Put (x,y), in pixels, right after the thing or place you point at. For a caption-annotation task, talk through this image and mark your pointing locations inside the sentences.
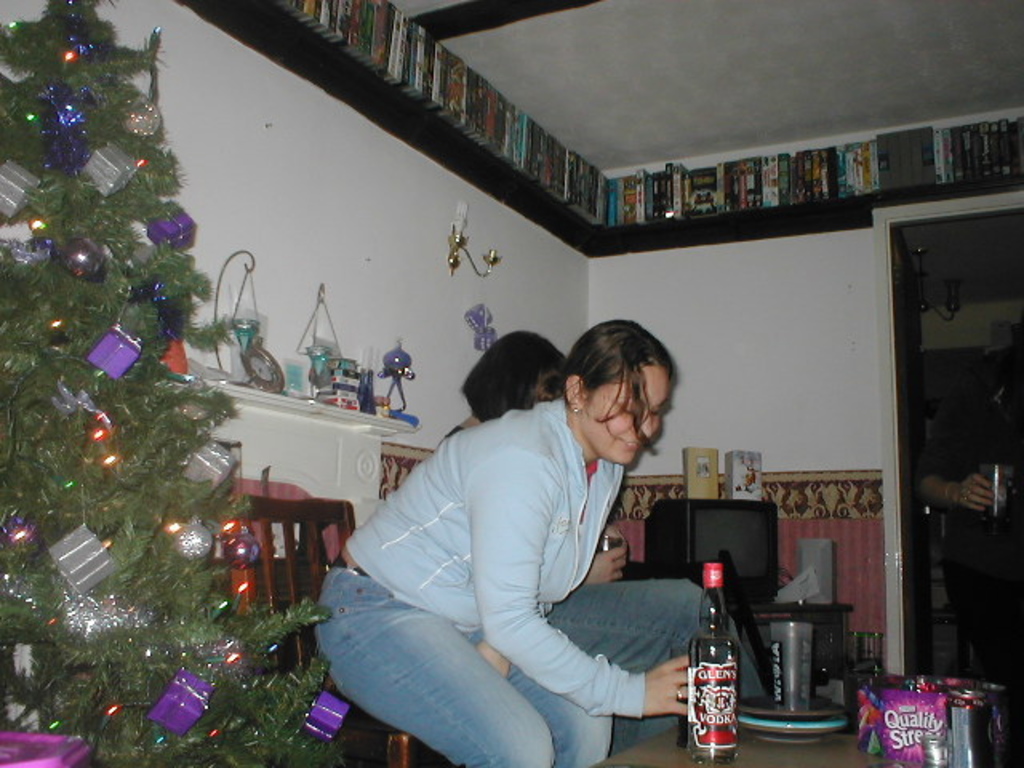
In this image there are two persons (507,607) sitting on the chairs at bottom of this image (622,643) and there is one table (684,757) at bottom right corner of this image (752,723) and there are some bottles (723,708) and other objects (771,723) are kept on it. There is one person (973,474) standing at right side of this image (993,491) is holding a glass (1004,486), and there is a wall (761,382) in the background (449,313). There is a Christmas tree (135,460) at left side of this image (133,509). There is a television (755,585) at right side of this image (696,512) and there are some objects (412,419) kept at middle of this image (356,387). and there are some books (809,194) kept at top of this image (611,192).
